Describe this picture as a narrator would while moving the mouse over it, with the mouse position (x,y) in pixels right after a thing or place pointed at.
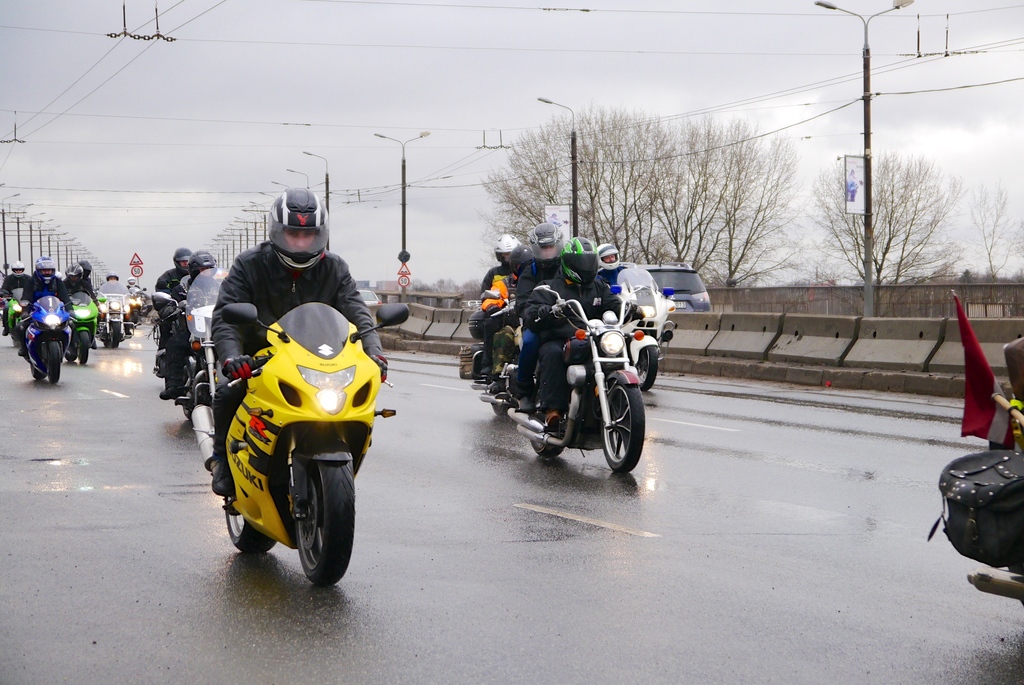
In this image we can see a group of people (540,269) wearing helmets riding the motor vehicles (349,499) on the road (476,564). We can also see the divider (716,336), some vehicles (686,302), a fence (718,309), street poles (869,312), some wires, the sign boards (141,270), some trees (505,199) and the sky (459,112) which looks cloudy.
